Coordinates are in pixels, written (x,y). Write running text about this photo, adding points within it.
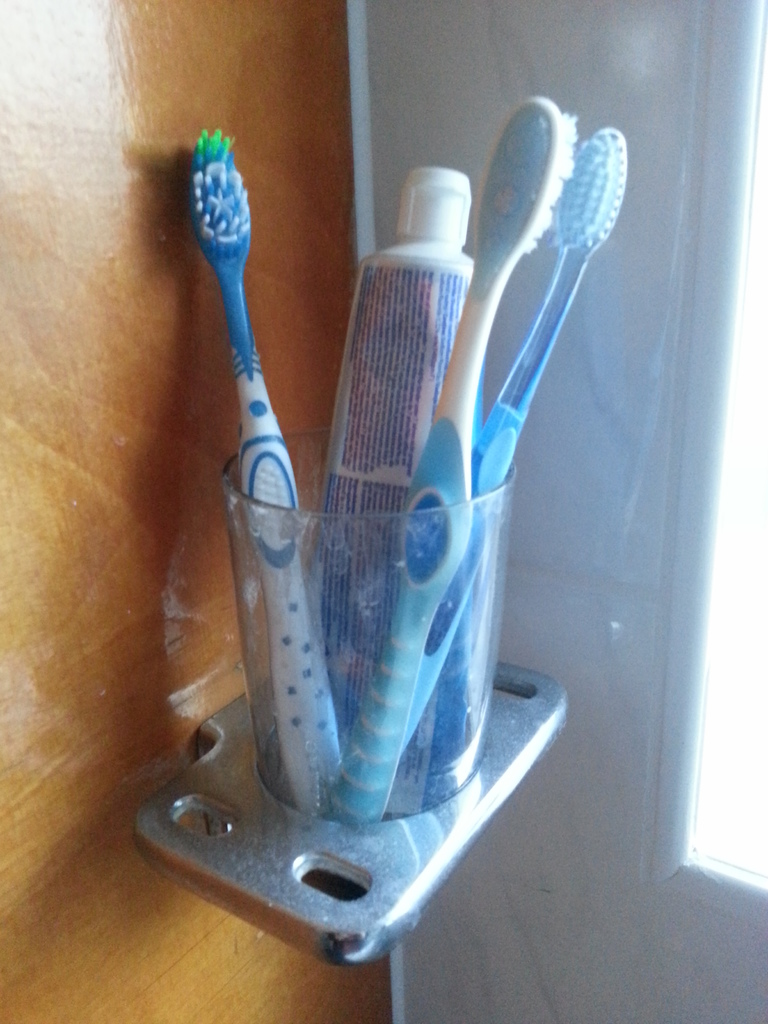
We can see brushes (478,310) and paste (406,432) in a holder (402,561) and we can see wall (404,86).
